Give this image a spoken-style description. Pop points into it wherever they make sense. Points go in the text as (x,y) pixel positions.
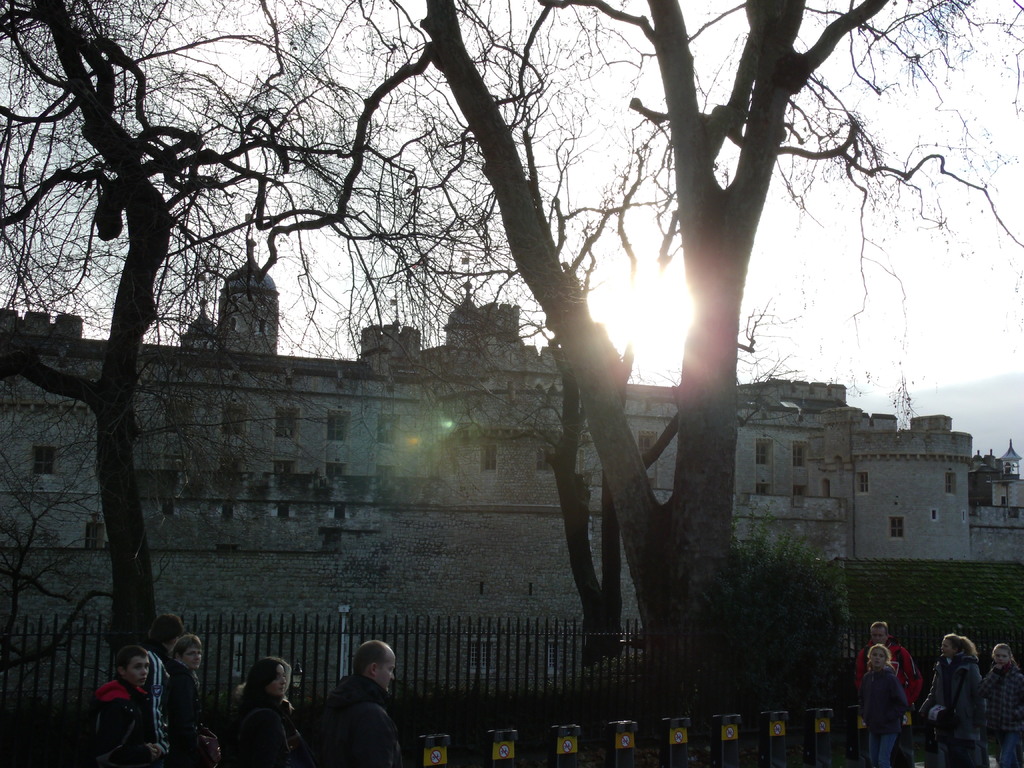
There are many people (946,684). Near to them there are small poles (569,727). Also there are trees (696,448) and railings (491,659). In the background (368,507) there is sky (403,184) and buildings (498,449) with windows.
